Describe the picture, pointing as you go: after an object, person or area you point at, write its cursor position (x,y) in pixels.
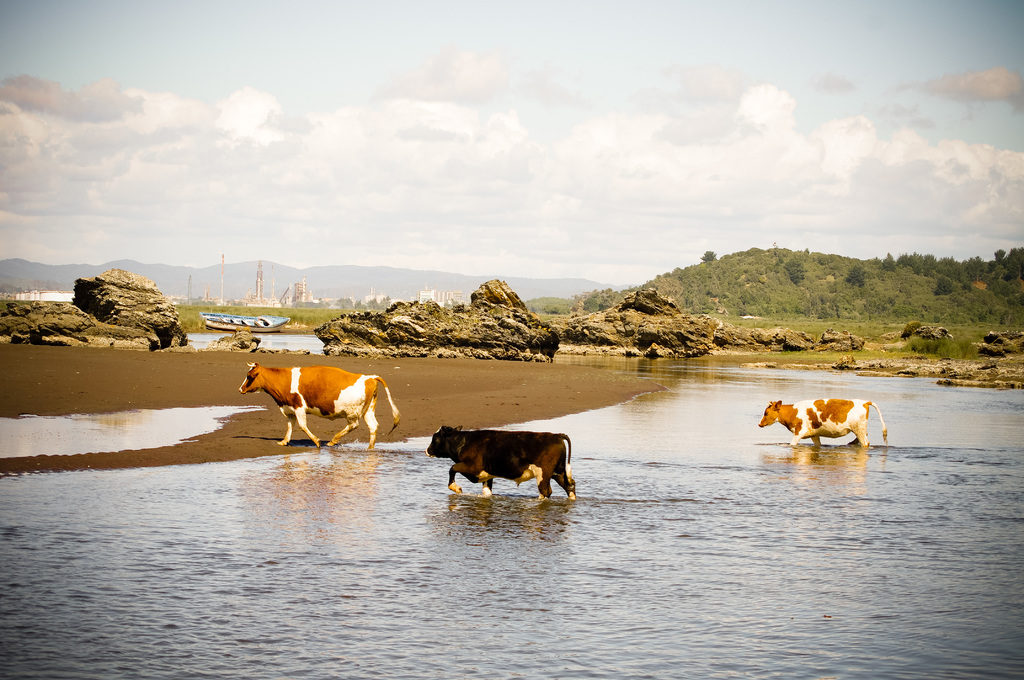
In this picture we can see three cows (274,401), water (441,543), rocks (637,309), boat (225,319), trees (813,300), buildings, mountains (319,289) and some objects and in the background (394,152) we can see the sky (524,173) with clouds (267,152).
